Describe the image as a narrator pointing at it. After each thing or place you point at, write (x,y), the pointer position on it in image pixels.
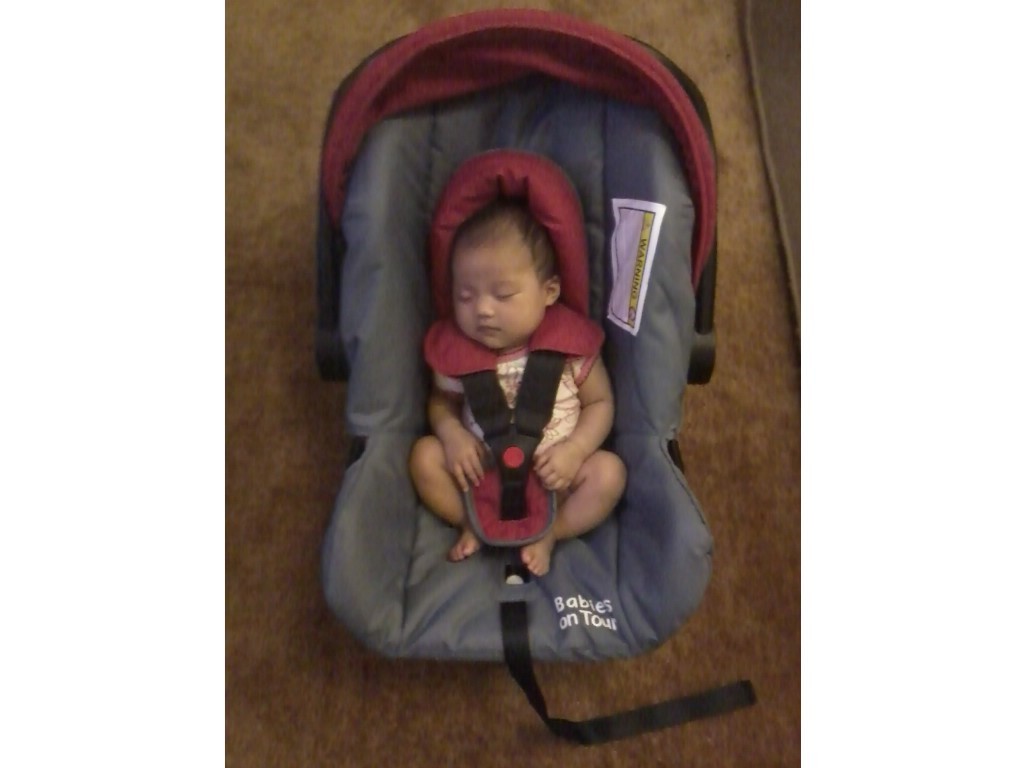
In the picture we can see a baby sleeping in the bed (672,607) of the cart (686,606), to the bed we can see a belt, which is black in color and it is placed on the floor (294,512).
